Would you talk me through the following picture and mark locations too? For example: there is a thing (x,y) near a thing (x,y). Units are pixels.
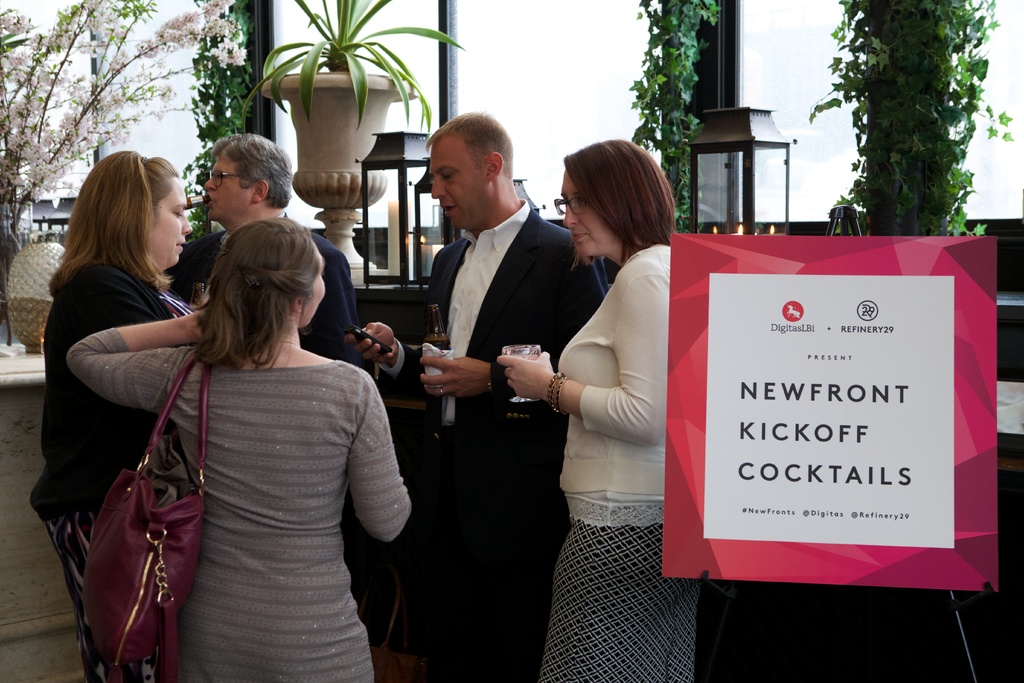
Here we can see five persons (504,319) are standing on the floor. He is holding a bottle (434,318) with his hand (453,388). And she is carrying her bag (107,627). Here we can see a women (552,675) who is holding a glass (516,402) with her hand (528,372) and she has spectacles (576,210). There are plants (978,22) and this is candle (397,243).
